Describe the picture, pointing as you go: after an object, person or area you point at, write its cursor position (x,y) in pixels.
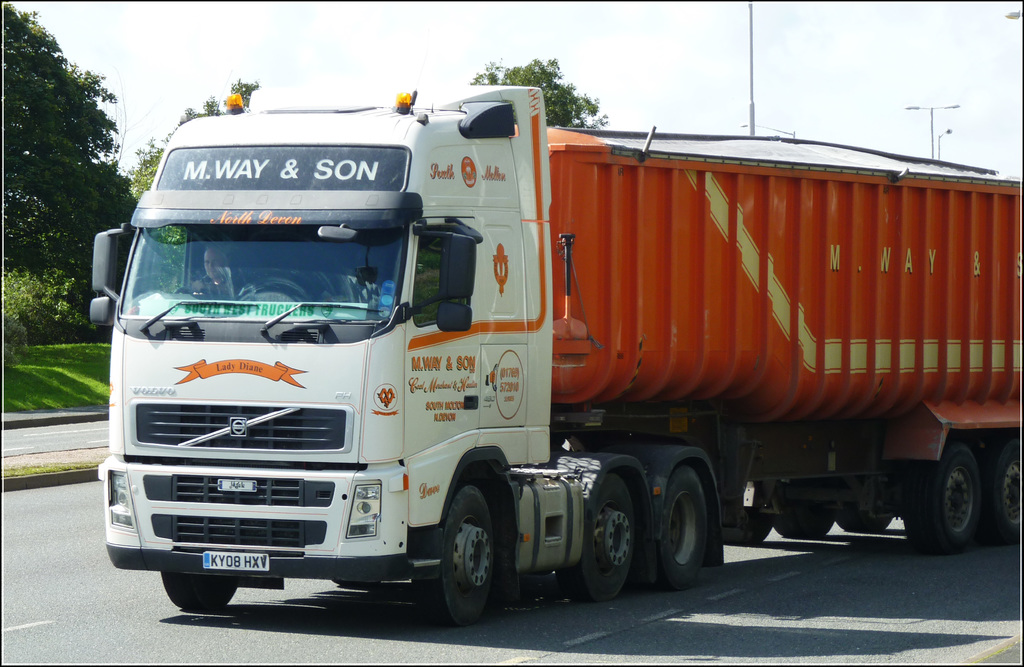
In this picture we can observe a lorry (309,372) on the road (426,656). This lorry (351,465) is in white and orange color. In the background (16,141) we can observe trees (16,141), poles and a sky (587,65) with some clouds (690,73).
